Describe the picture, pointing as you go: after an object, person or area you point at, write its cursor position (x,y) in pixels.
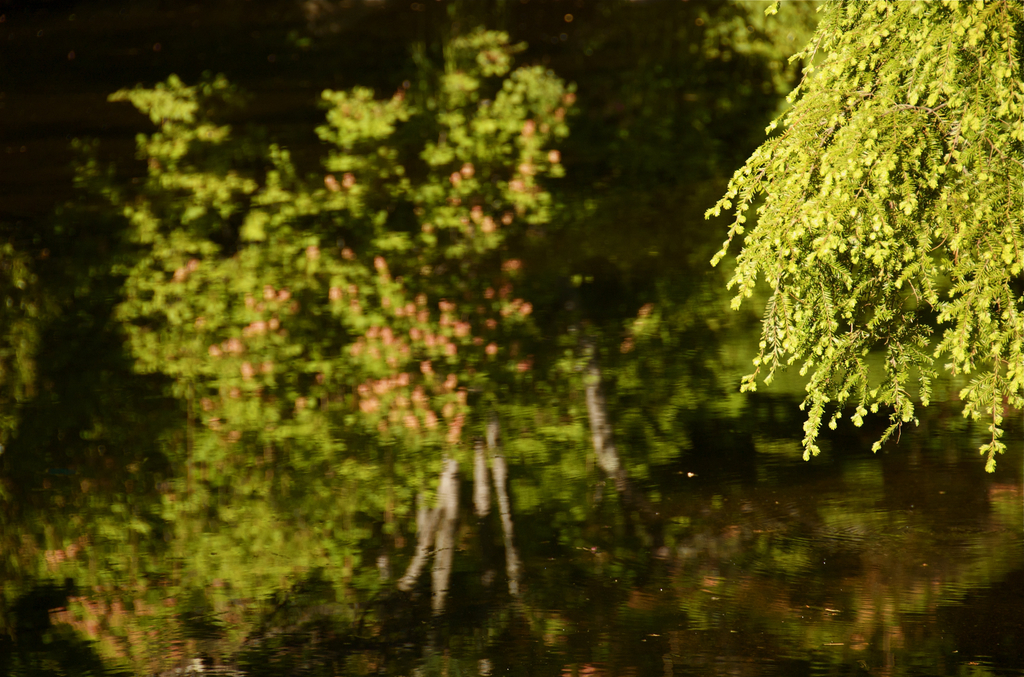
In this image at the bottom (624,521) there is one pond (576,473), in the foreground (760,234) and background (175,324) there are some plants (842,217).
